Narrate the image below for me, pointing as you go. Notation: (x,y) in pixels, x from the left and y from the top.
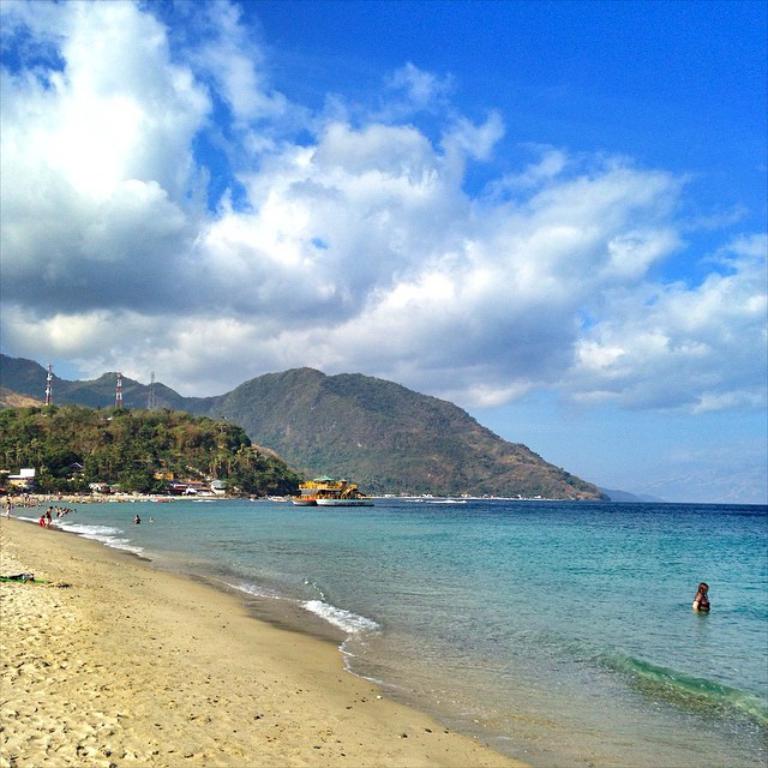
In the bottom right corner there is a woman (694,598) who is in the water (681,614). On the left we can see many peoples (41,521) were standing on the beach (8,529). In the center (327,506) we can see a boat (304,502) on the water (364,546). In the background (349,394) we can see the mountains (428,440) and trees (89,437). At the top (474,151) there is a sky (472,52) and clouds (91,295). At the top of the mountain (143,401) there are three towers (150,395).
